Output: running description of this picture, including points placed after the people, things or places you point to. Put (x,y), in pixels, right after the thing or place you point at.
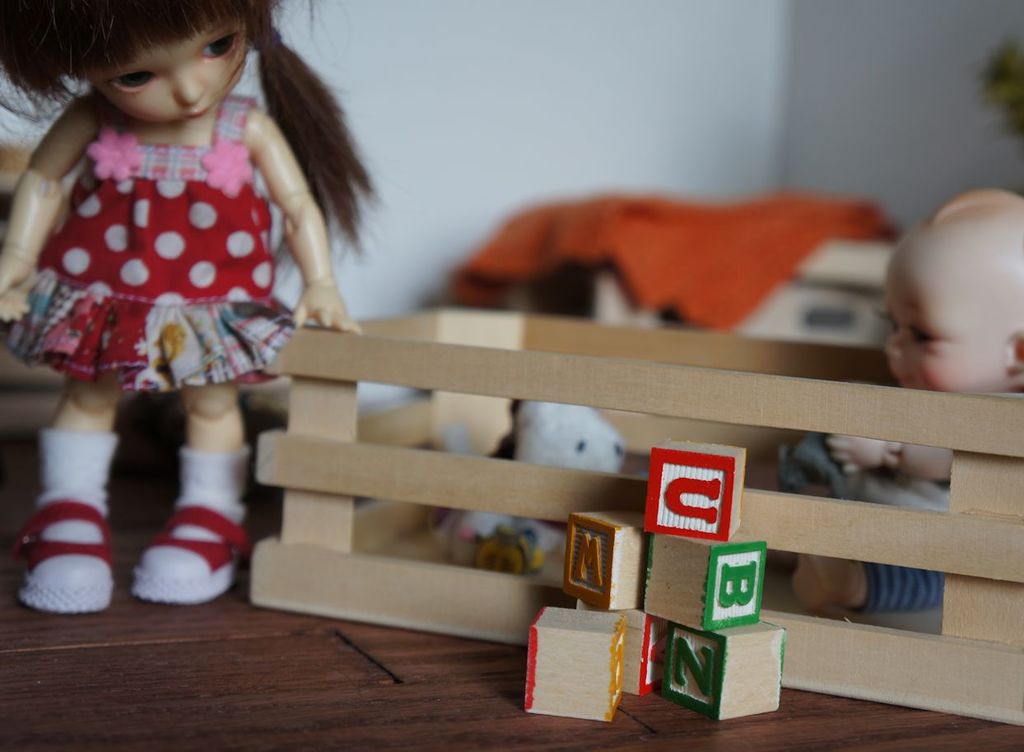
In this image we can see a doll (230,564), a baby doll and some cubes (551,612) placed on the table (796,709).
